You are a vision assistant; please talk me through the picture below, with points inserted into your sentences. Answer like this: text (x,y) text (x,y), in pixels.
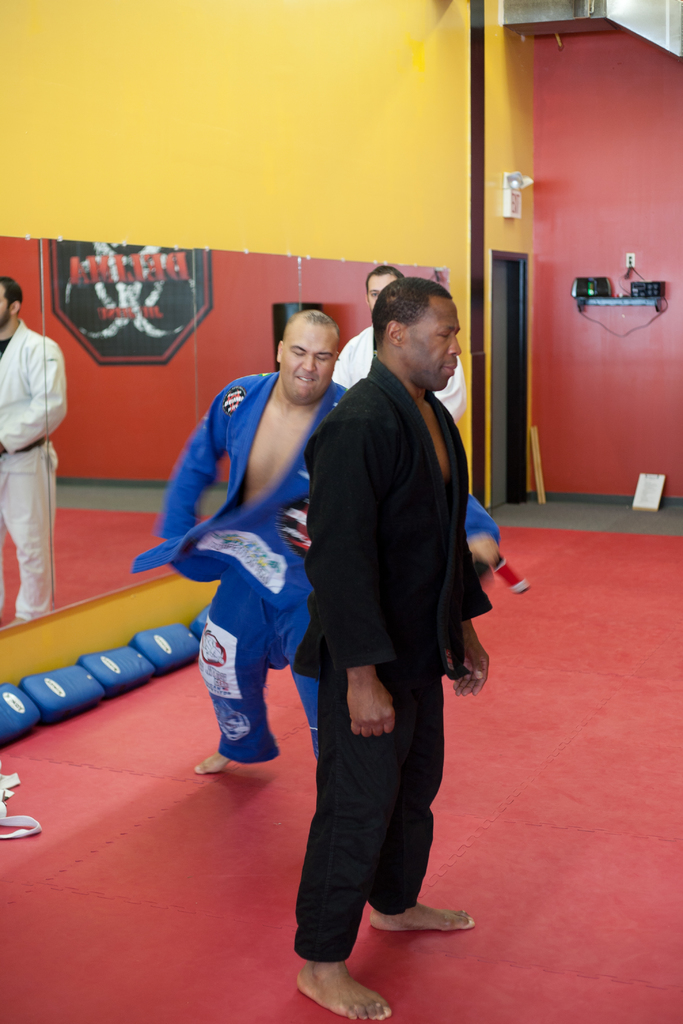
There is a man (407,642) standing, behind this man (412,629) there are two people (194,473) and we can see mirrors (5,537), blue objects (190,648) and wall (364,100). In this mirror (104,381) we can see a man (3,288) and we can see board (159,254) on red surface (56,318). In the background (644,284) we can see objects (635,284) on the surface (608,301) and red wall (574,171).
